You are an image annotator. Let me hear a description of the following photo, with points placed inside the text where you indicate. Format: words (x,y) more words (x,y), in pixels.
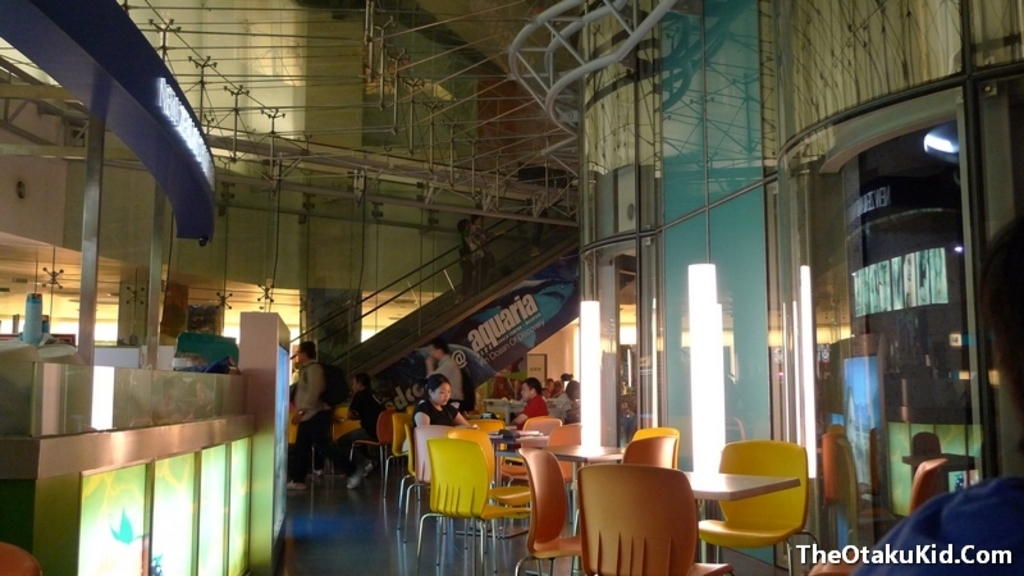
In this picture there are people (299,386) and we can see chairs (630,564), tables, boards (466,350), glass (625,281), rods (163,218), floor (313,567) and objects (692,349).
